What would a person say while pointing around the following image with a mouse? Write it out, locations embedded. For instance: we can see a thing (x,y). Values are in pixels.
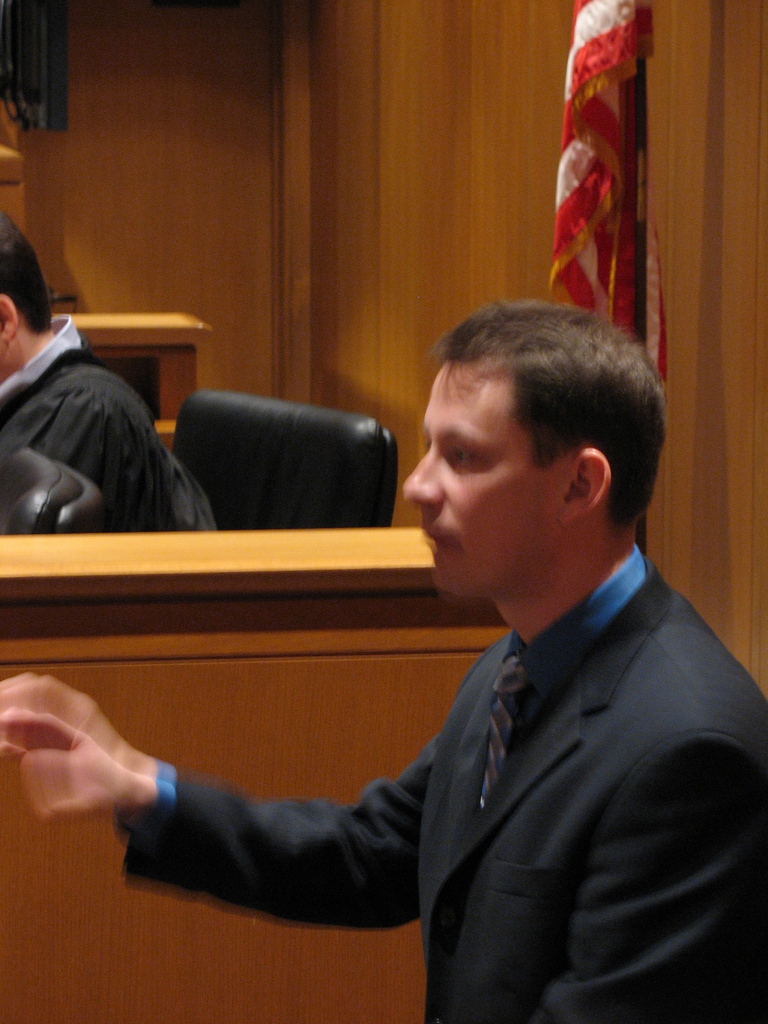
In this image, we can see a person (512,782) and in the background (617,242), we can see a flag (629,198) and there is an another person (77,410) sitting on the chair (184,457).
